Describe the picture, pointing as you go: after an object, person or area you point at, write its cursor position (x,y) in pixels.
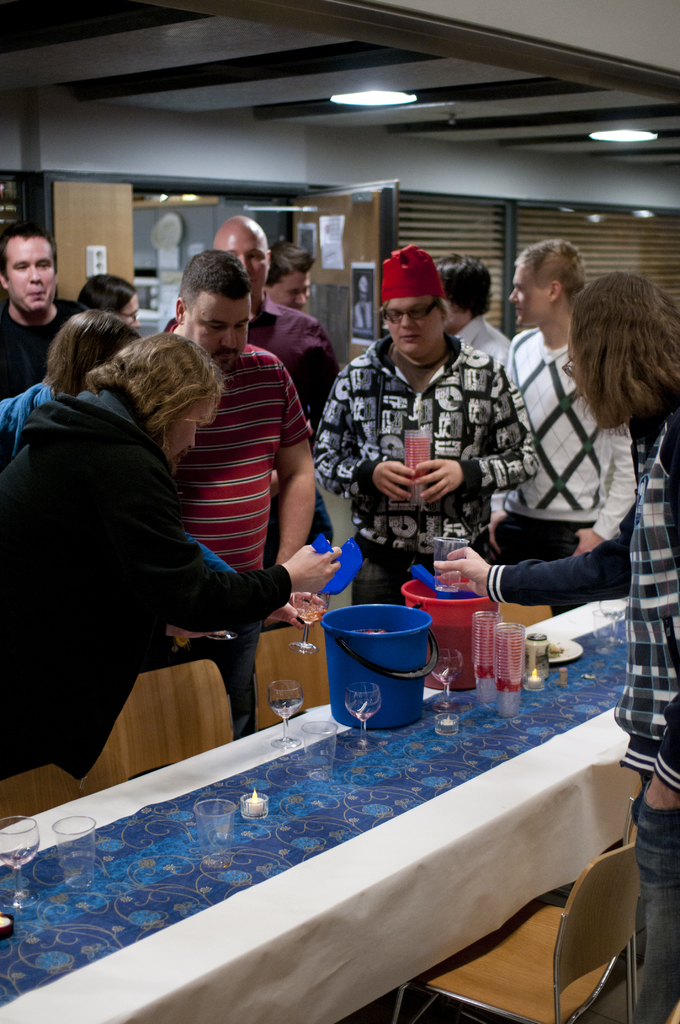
In this image I can see few people (382,445) are standing and holding the glasses (316,604) in their hands (287,621). On the bottom of the image (374,820) there is a table (294,894) on which few glasses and two buckets (339,680) are placed. On the top of the image (369,101) there is a light (358,101). In the background (64,205) I can see the wall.
